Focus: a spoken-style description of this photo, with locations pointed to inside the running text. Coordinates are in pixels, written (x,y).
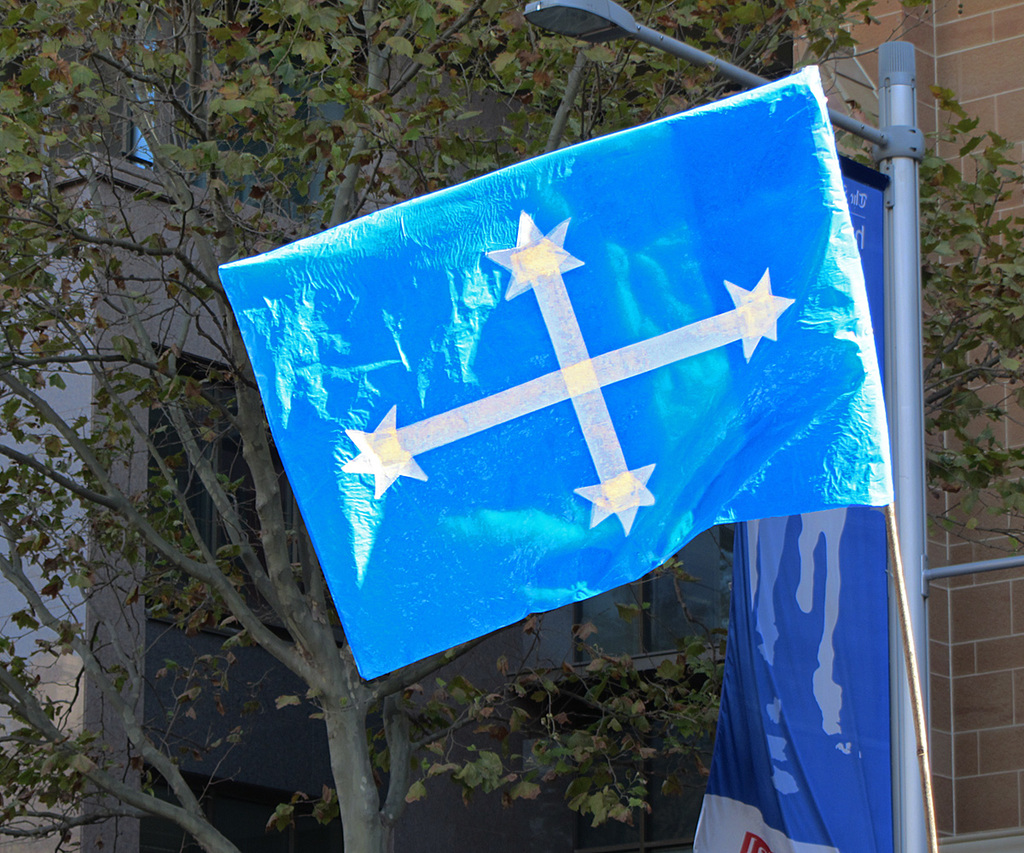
In this image on the right side (764,403), I can see a flag (592,435). In the background (175,294), I can see a building (240,685) and the trees (344,120).
